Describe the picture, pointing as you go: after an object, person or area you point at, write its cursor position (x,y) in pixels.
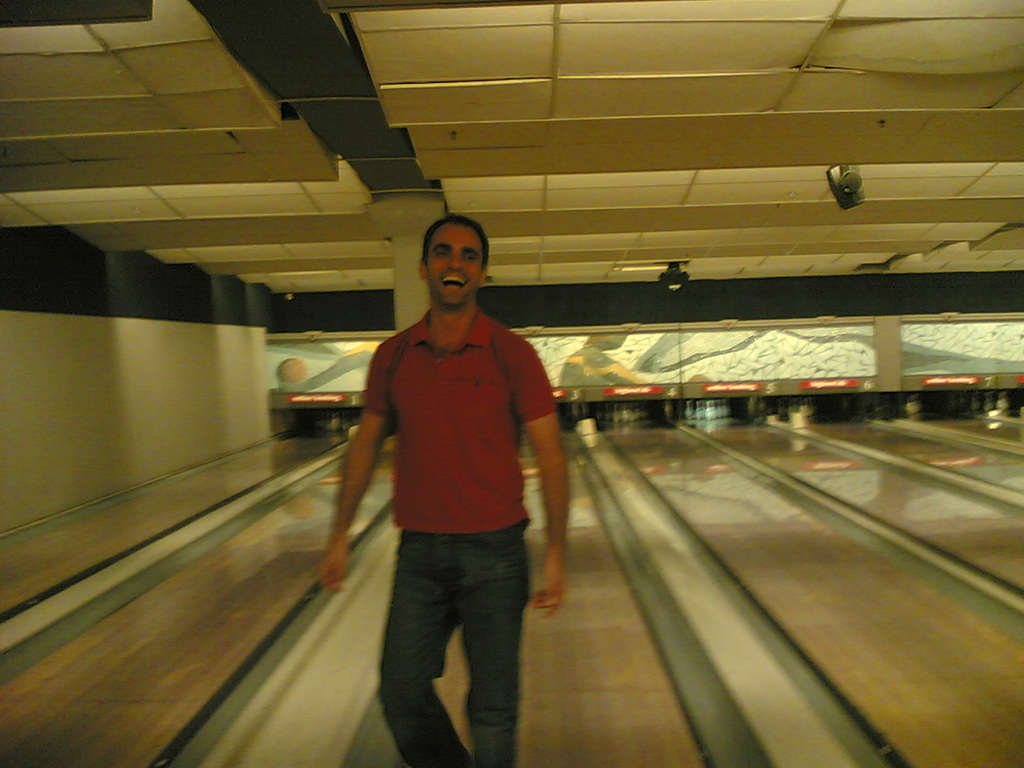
In the image there is a man (432,642) with red t-shirt (482,528) is standing and he is smiling. Behind him there is a bowling (312,567). At the top of the image (645,27) there is a roof (633,37) with pillars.
